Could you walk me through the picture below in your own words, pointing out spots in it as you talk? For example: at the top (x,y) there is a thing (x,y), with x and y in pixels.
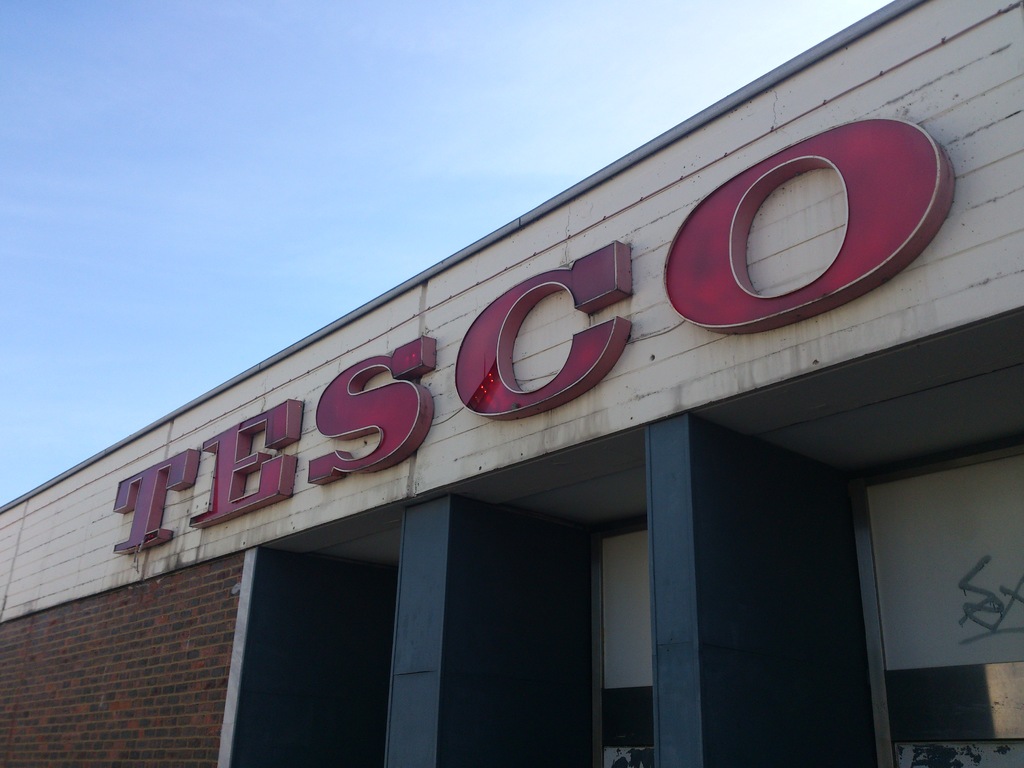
In this image I can see a building (537,674) in the front (817,613) and on the top of it I can see something is written in red colour. I can also see the sky (190,209) in the background (458,237).
